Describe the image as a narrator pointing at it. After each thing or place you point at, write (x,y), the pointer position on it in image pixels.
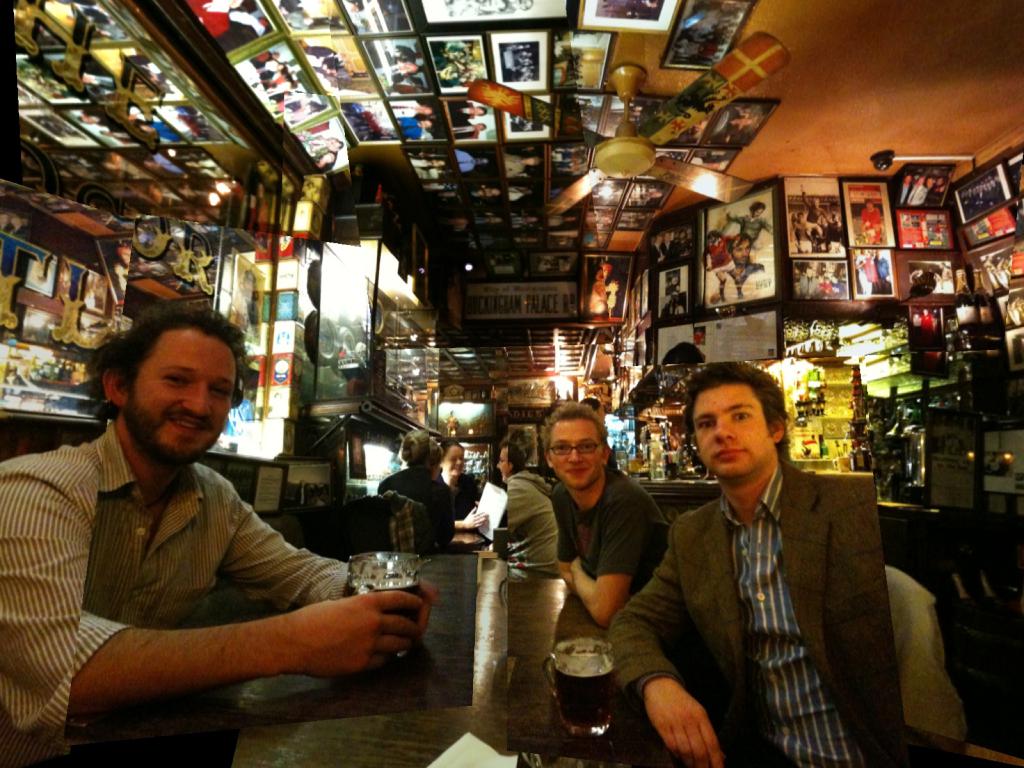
In the center of the image (578,507) we can see a few people (733,644) are sitting. Among them, we can see two persons (456,522) are holding some objects (583,673). And we can see one table (394,727). On the table (511,753), we can see some objects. In the background (507,324) there is a wall (504,282), fan (627,169), photo frames (656,323), lights (775,374) and a few other objects (547,405).
